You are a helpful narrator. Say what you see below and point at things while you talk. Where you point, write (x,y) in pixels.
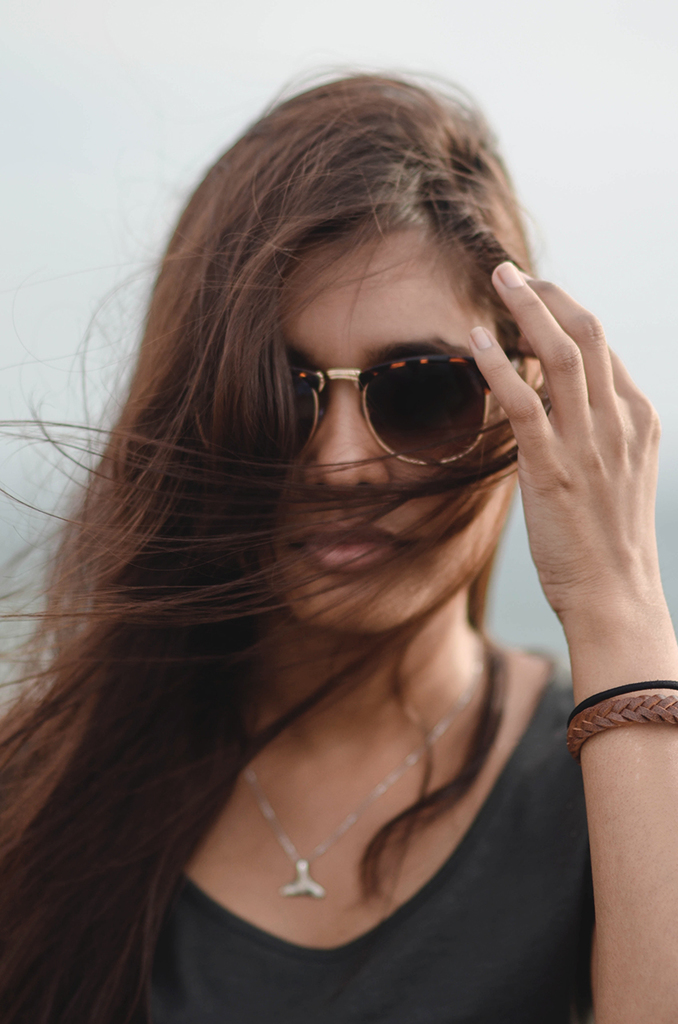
In this image we can see a woman (551,835) wearing sunglasses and the background (647,138) is white in color.
